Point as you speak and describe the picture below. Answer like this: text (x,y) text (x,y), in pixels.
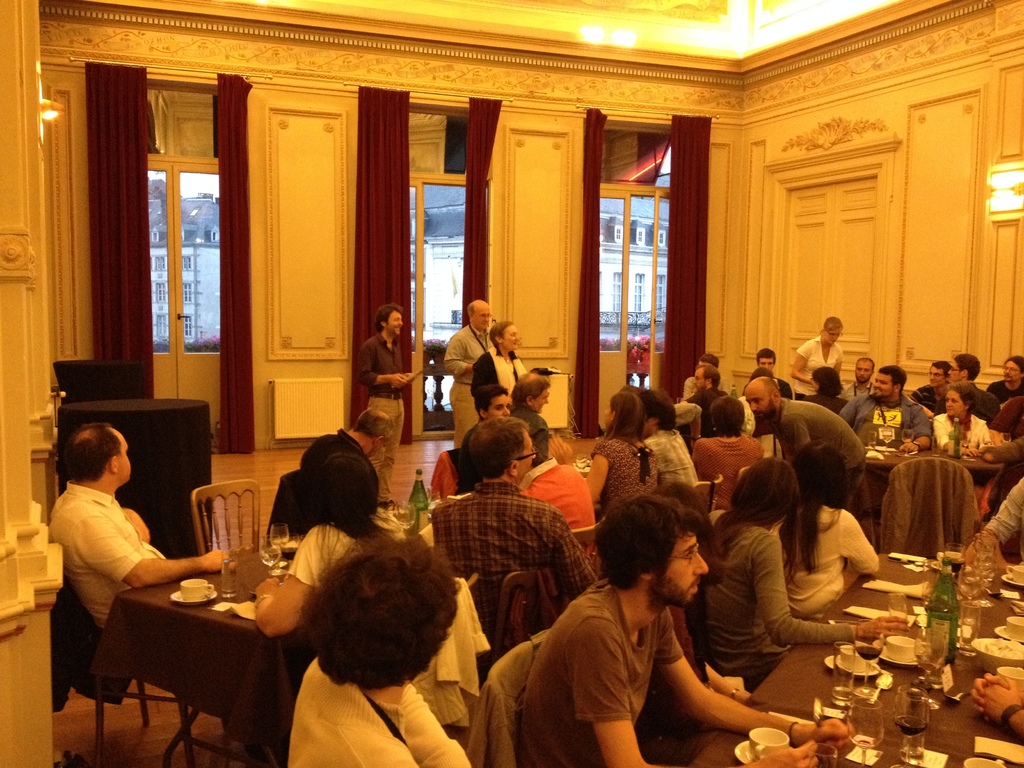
On the background of the picture (206,229) we can see doors (617,281) through which outside view is visible and they are buildings (427,258). These are curtains (688,267) in red colour. Here we can see few persons (461,351) standing. This is a floor (276,459). Here we can all the persons (826,573) sitting on the chairs (495,721) in front of a table (864,600). On the table (902,667) we can see cup (901,650) and saucers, glasses (898,711), bottle (933,632).
